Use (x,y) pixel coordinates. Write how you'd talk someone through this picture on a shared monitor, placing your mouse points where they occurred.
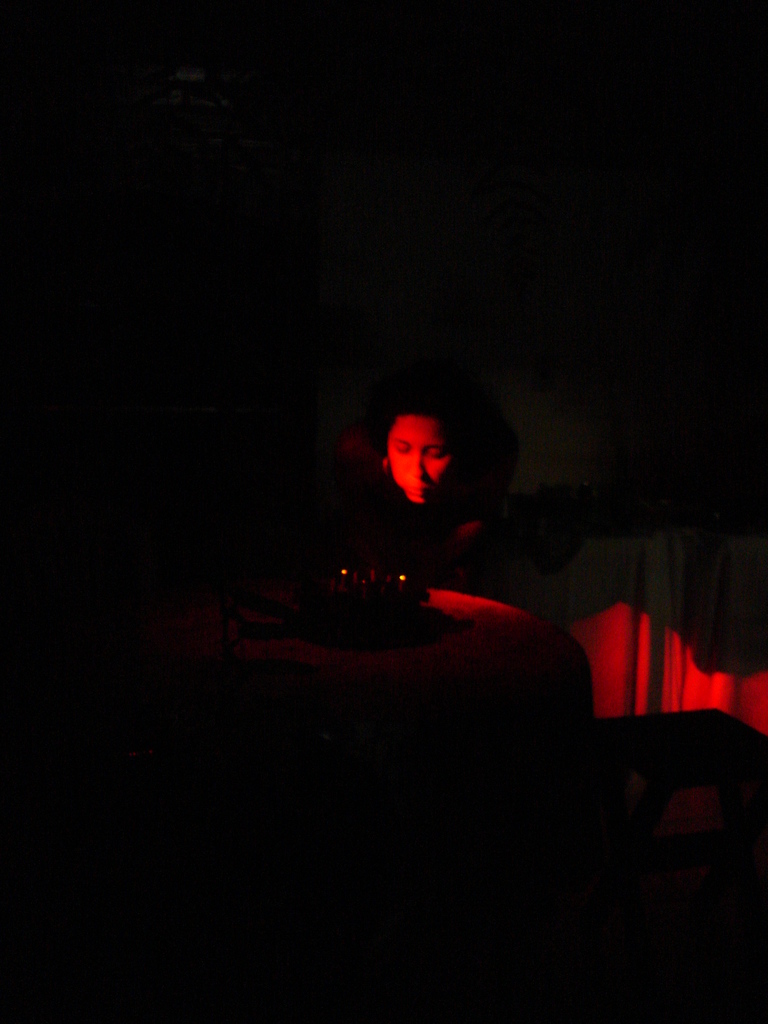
In this image, we can see a person face (413,453) on the dark background.
